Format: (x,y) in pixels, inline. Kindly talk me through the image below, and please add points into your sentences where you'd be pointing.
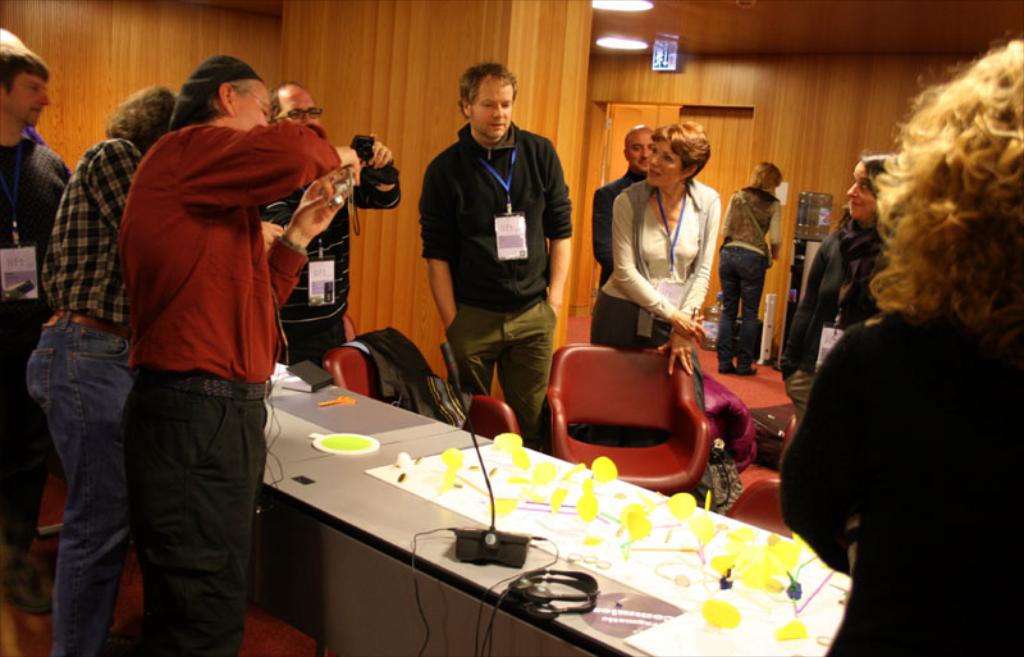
In this image we can see many people (318,212) standing. This people (318,212) are holding camera (337,195) in their hands (341,166). In the background (347,61) we can see wooden wall (523,62).
